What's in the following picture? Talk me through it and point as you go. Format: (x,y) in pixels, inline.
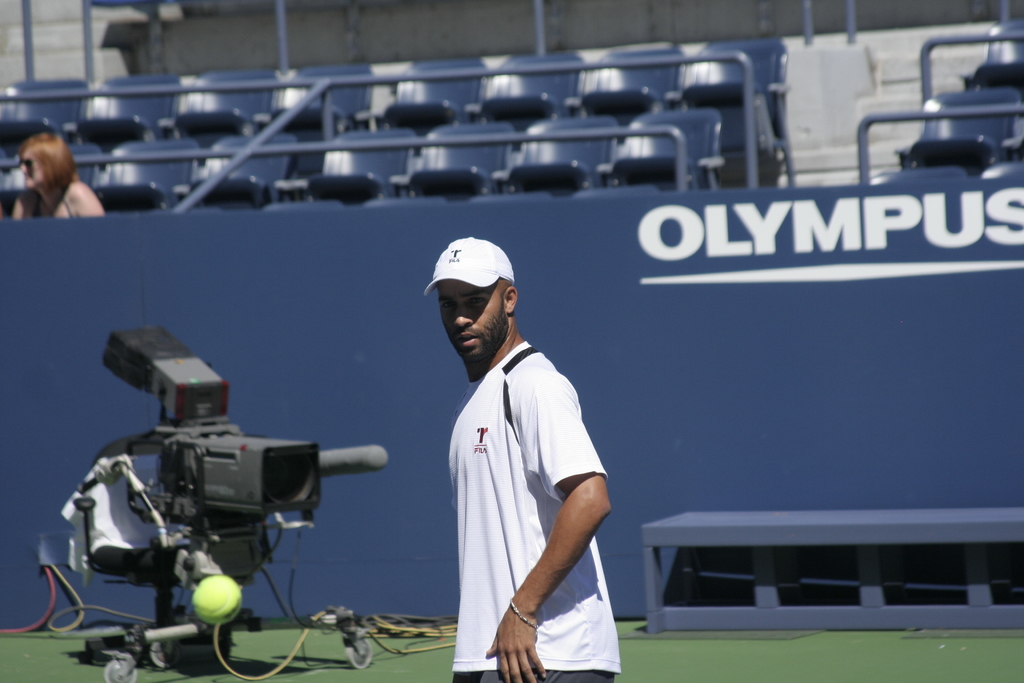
In this image there is a player (480,504), in front of the player (501,564) there is a tennis ball (223,606) in the air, behind the player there is a camera (283,458) and a boundary fence (399,248) with some text (872,237) on it, in the background of the image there is a woman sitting in the stands (483,160).
